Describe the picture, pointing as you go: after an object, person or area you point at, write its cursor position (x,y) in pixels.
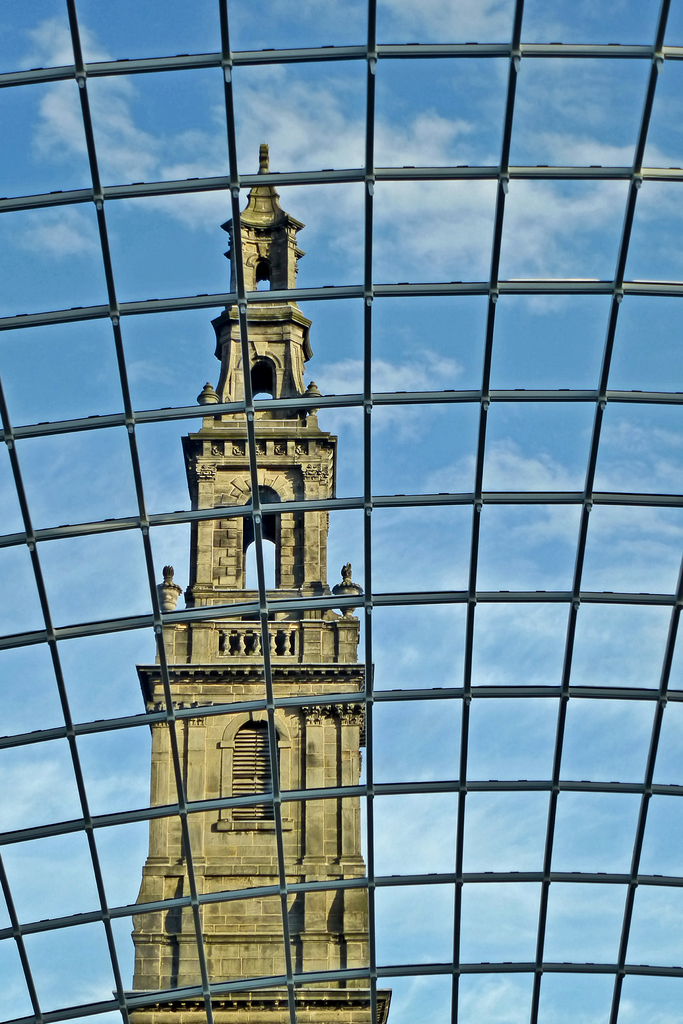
In this image in the foreground (558,730) there are some grills (202,939), and in the background (199,746) there is one building (300,733) and sky (71,671).
